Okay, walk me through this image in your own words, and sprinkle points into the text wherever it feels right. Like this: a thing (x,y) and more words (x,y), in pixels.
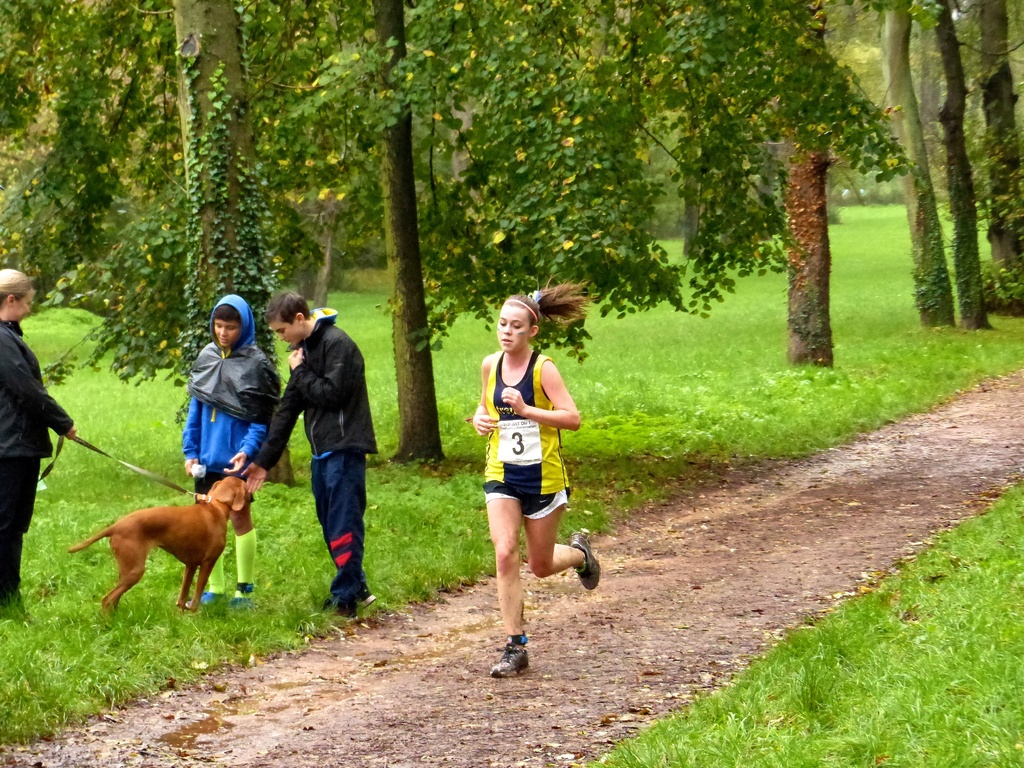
This picture is clicked outside. In the center (512,334) we can see a person (528,454) running on the ground (541,581). On the left (312,398) we can see the group of people (213,389) standing on the ground (158,553) and we can see a dog (179,549) standing on the ground (228,590) and we can see the green grass (373,530) and the trees (522,122).
